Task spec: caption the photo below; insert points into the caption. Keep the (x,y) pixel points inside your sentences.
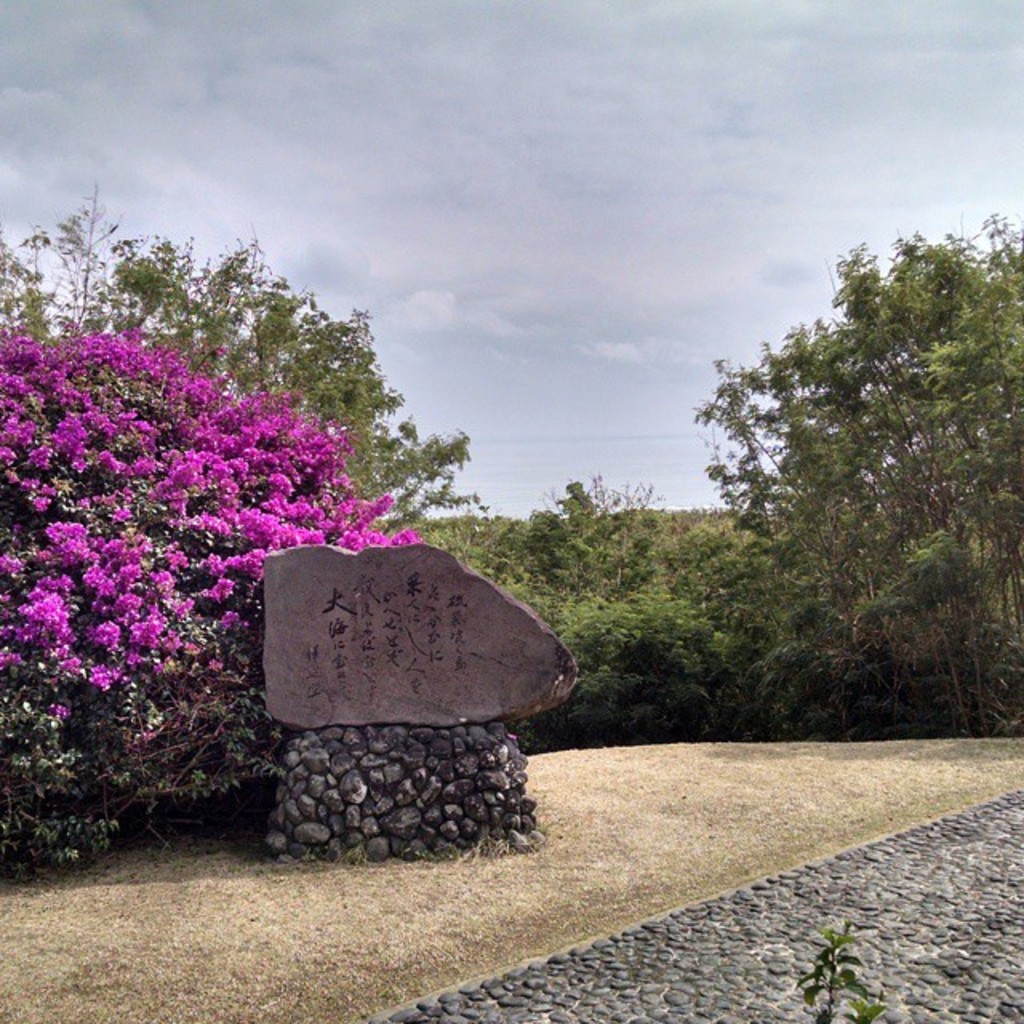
This image is clicked outside. There are plants (582,730) in the middle (342,389). There is sky (716,222) at the top (464,222). There are flowers (221,492) on the left side (203,435). They are in pink color.
